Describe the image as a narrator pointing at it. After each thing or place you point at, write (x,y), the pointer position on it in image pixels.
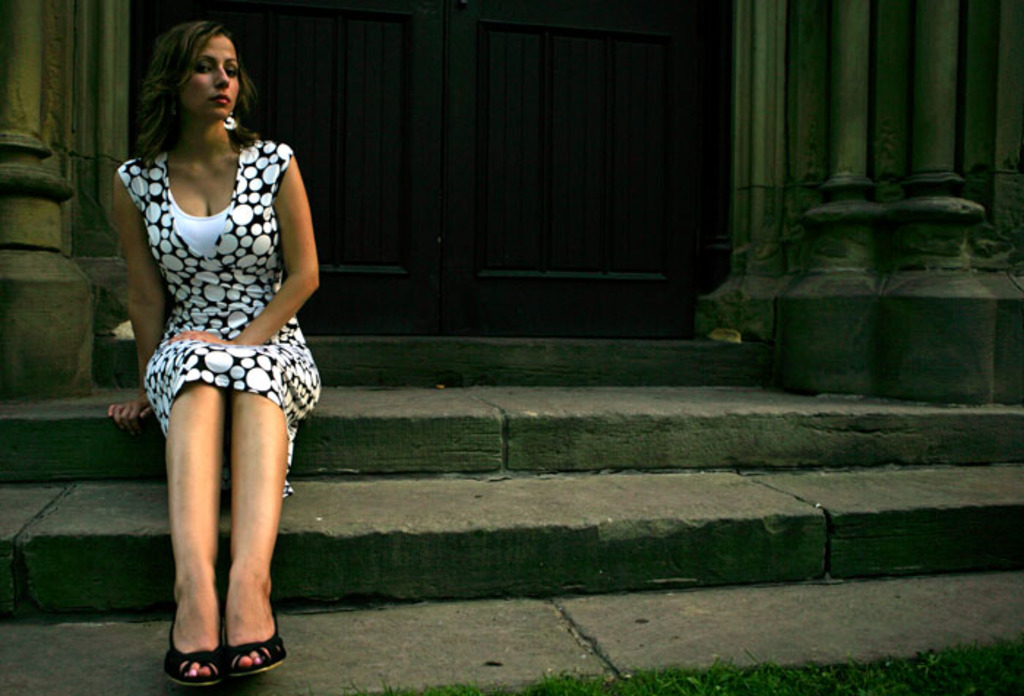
In this picture, we can see a lady (279,484) sitting on the stairs (608,463), we can see doors (346,295), some pillars (927,303).
